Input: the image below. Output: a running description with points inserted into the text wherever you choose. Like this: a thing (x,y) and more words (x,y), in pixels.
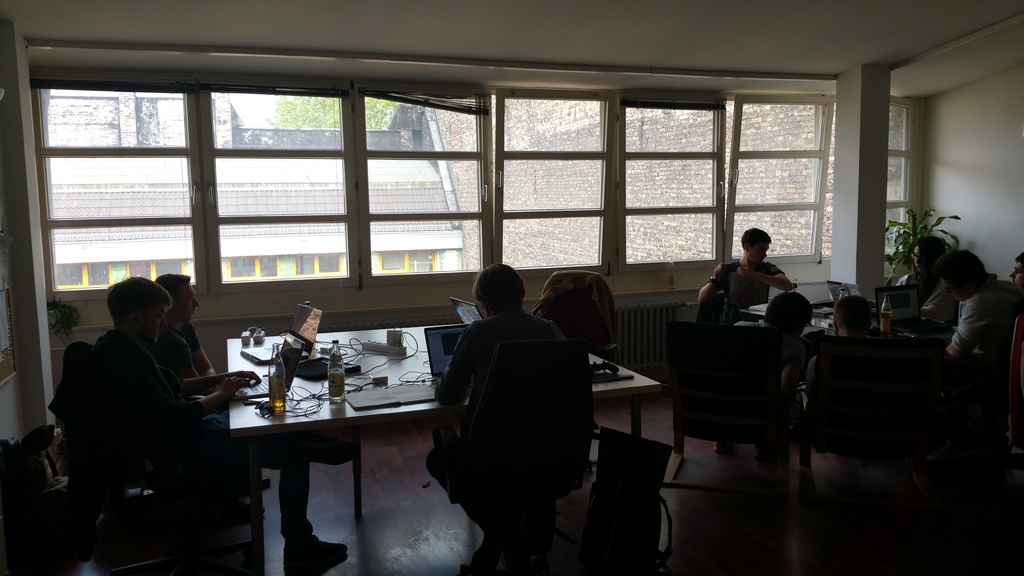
In this image there are group of people (134,335) who are sitting on a chairs (580,377) and in the center (372,368) there are two tables (833,323) on the table (346,404) there are some laptops (289,344), books (390,391) bottles (273,381), wires (376,365) are there. And in the center (438,205) there is a glass window (466,202) and on the background (402,206) there is a house (226,206), and one wall (544,144) and trees (330,111) are there.
